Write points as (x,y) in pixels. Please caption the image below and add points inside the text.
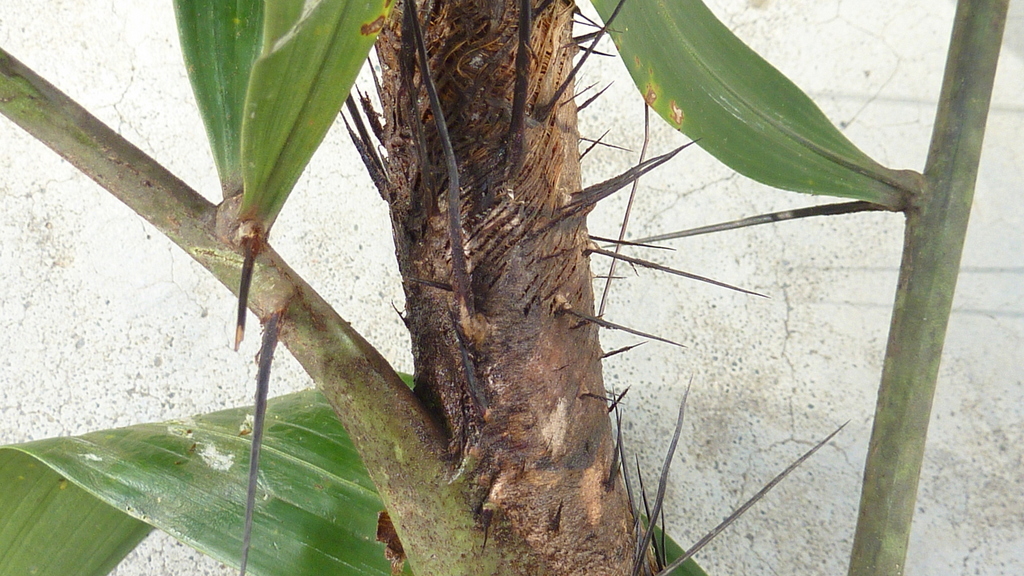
In this image I can see a plant (507,253) with some sharp spine like edges (251,266) and some leaves (747,94).
